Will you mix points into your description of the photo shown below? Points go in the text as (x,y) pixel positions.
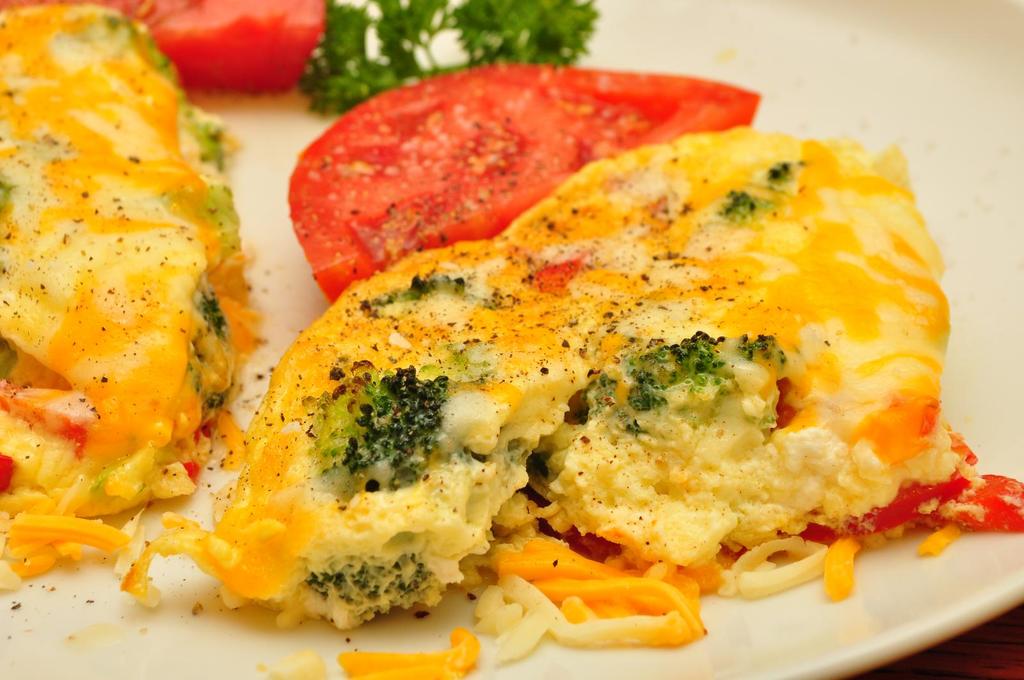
In this picture I can see the food (403,332) in a plate (298,278).
